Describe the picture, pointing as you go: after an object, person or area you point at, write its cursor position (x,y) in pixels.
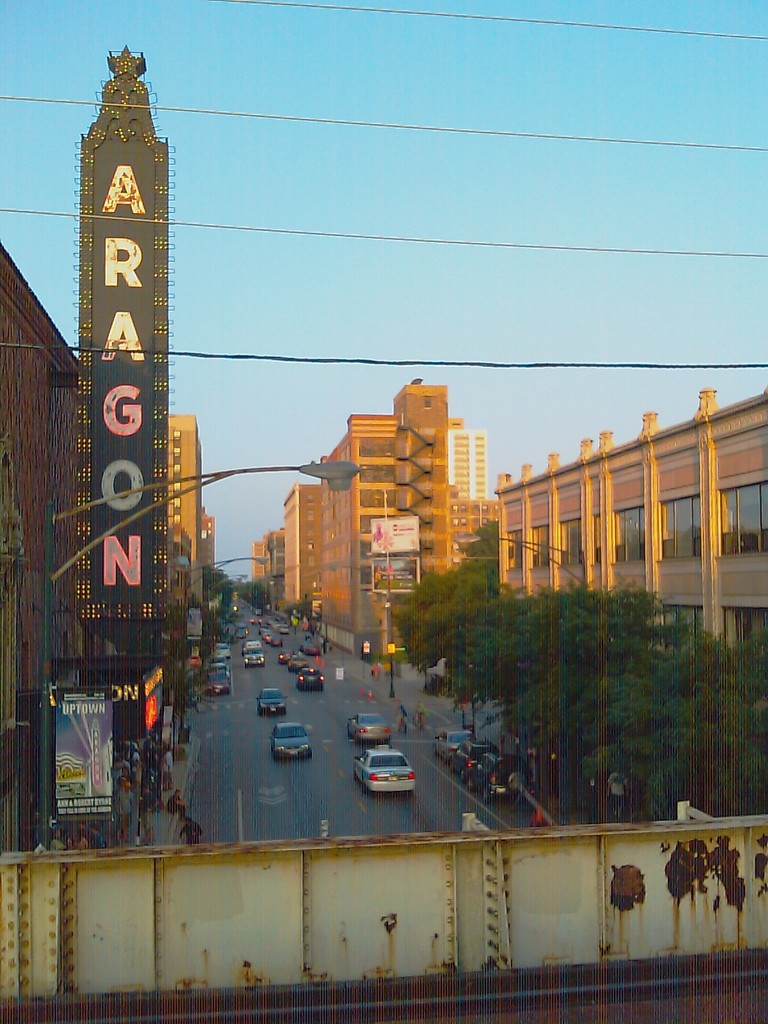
In the image we can see there are many vehicles (279,701) on the road (260,773). There are many buildings (407,494) and windows (753,523) of the building (748,515), light pole (48,544), electric wire (449,129) and there are many people (147,789) wearing clothes (155,760). This is a name plate (112,312) and a sky (333,298).
